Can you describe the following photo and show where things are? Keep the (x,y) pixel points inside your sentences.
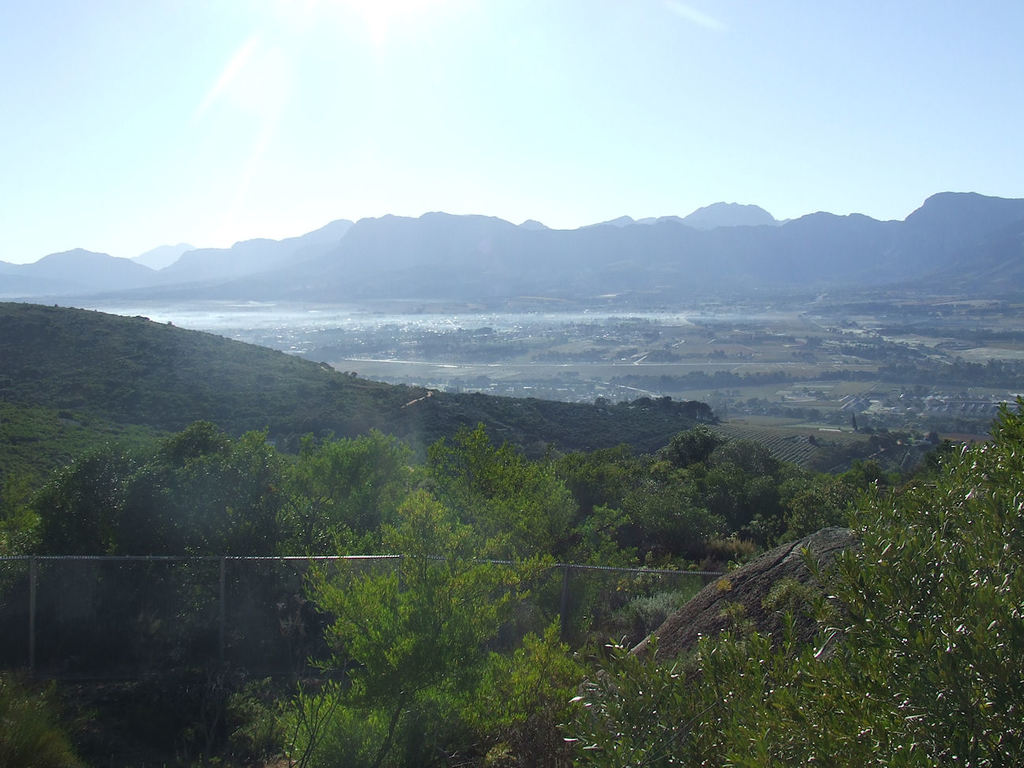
This picture is clicked outside the city. In the foreground (928,629) we can see the trees (437,645) and some metal rods (224,578). In the background (168,142) there is a sky (274,75), a water body (400,325) and the hills (712,280) and many other objects (676,333).
